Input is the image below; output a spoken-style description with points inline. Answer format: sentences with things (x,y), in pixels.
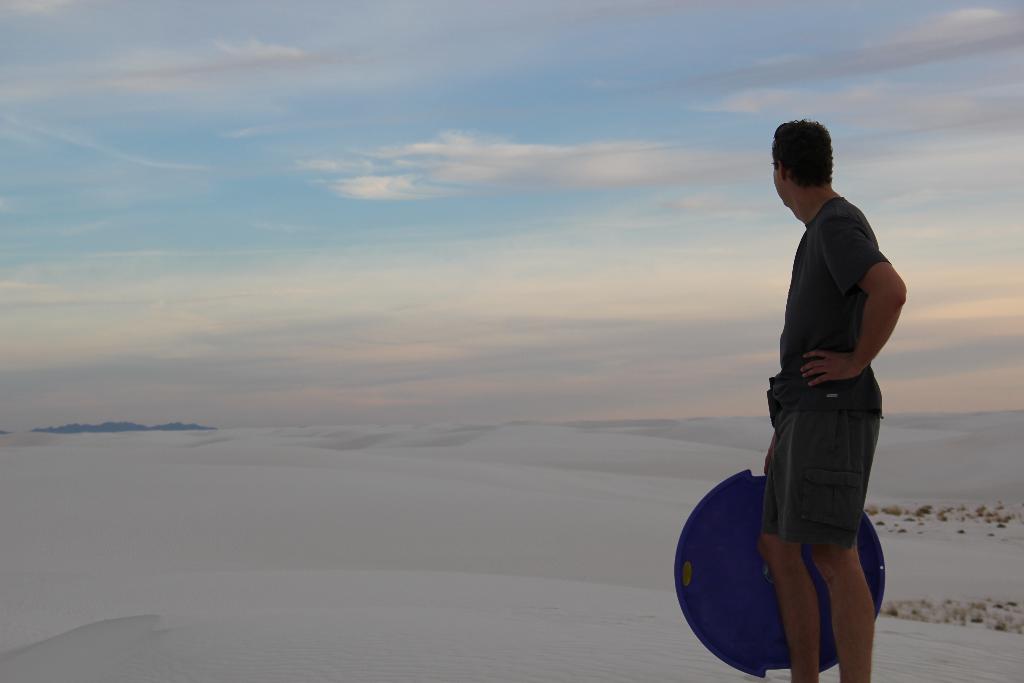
On the right side of the image (865,312) we can see a man (853,407) is standing and holding an object (734,546). In the background of the image (585,613) we can see the sand (517,450). On the left side of the image (68,429) we can see the mountains (134,429). At the top of the image (339,207) we can see the clouds (322,399) are present in the sky (383,221).
